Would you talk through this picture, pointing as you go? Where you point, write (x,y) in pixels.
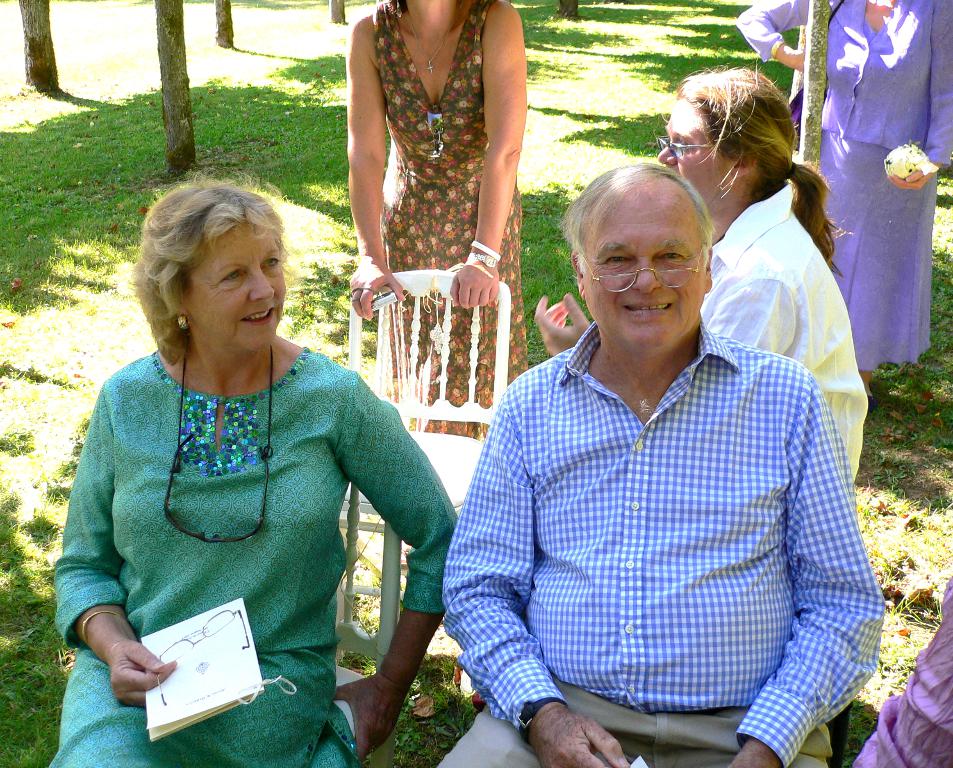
In this picture there is a woman (266,399) who is wearing green dress (305,563) and holding a paper (238,642) and spectacle (215,621). Beside her there is a man (615,534) who is wearing spectacle (620,287), shirt (635,583), trouser (671,720) and watch (525,708). Both of them are sitting on the chair (442,378). At the top (406,145) there is a woman (475,221) who is standing behind the chair (480,377). In the top right corner (721,102) there are two persons (823,292). On the left (198,24) I can see the green grass (18,94).
